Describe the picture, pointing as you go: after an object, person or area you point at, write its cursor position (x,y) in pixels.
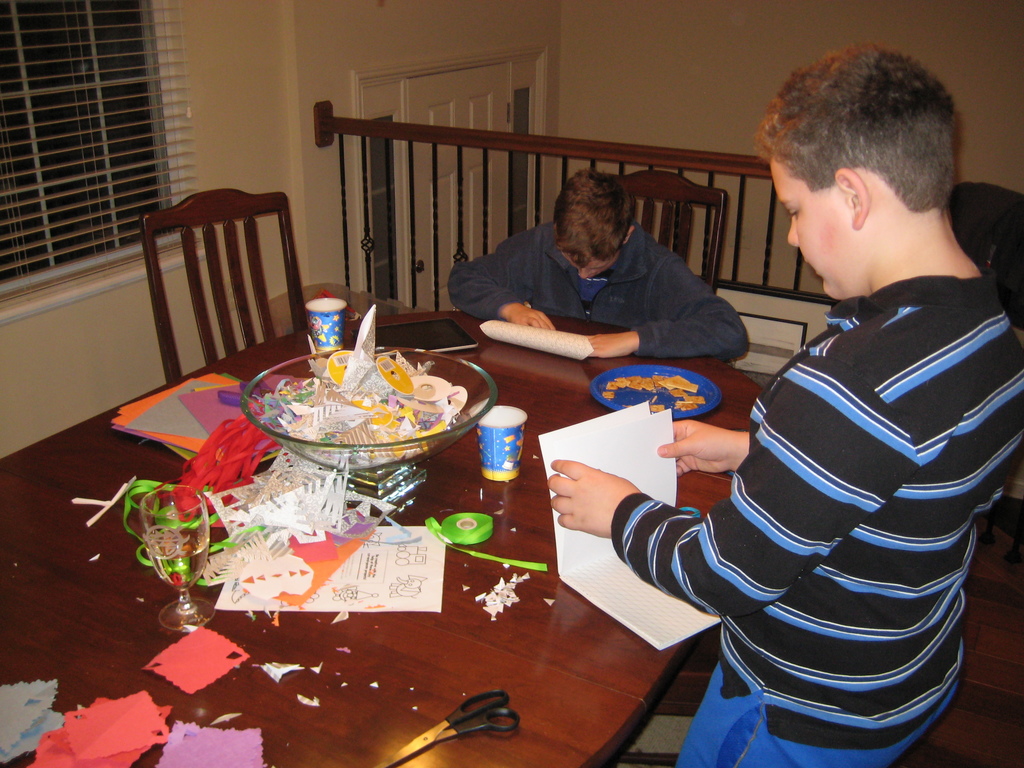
In this image there are two kids (665,520) who are playing with papers (601,558) and on top of the table (298,632) there are some paper craft items (282,502), glass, scissor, tape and at the background of the image (413,202) there is a fencing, window (128,51) and door (419,102).
